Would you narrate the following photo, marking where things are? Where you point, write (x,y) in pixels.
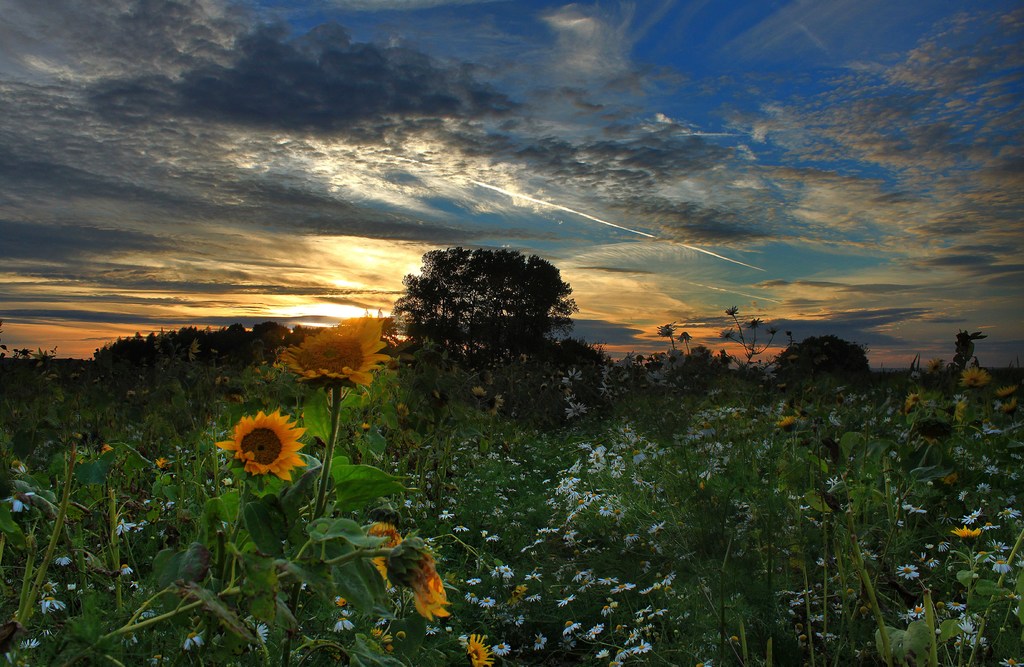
IN this image we can see some flowers (471,645), plants (526,422), trees (547,309), and the sky (745,213).
